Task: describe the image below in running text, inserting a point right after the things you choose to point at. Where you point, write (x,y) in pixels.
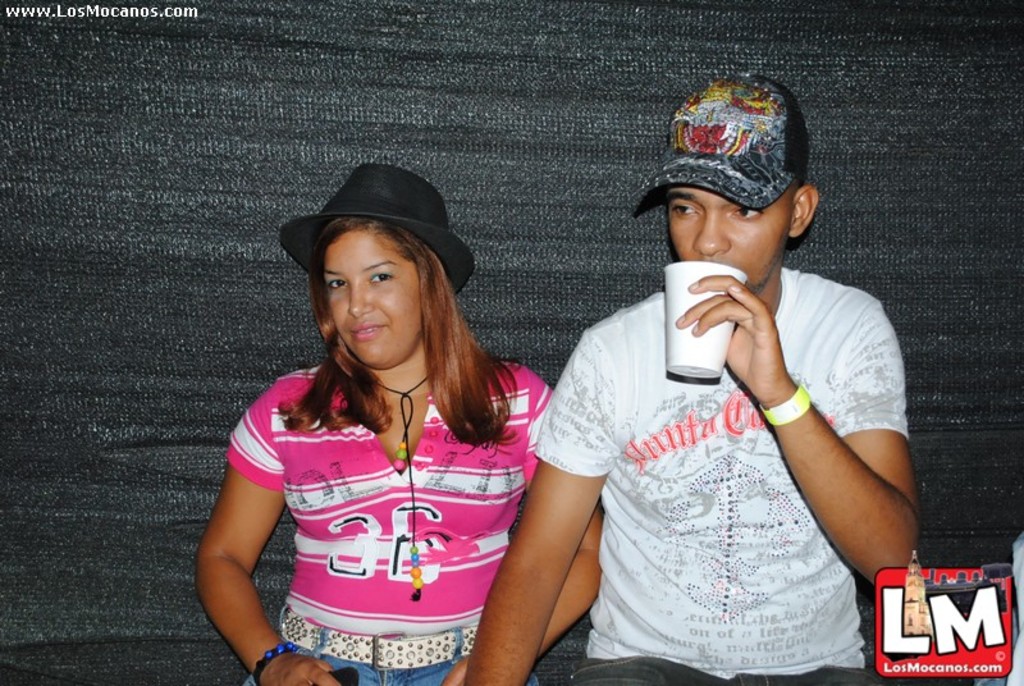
In the foreground of the picture (495,443) there is a man (723,483) and a woman (447,535) sitting, they are wearing caps (672,181). On the right (959,606) there is a logo (946,578). In the background (284,143) it is looking like a cloth (950,180).
